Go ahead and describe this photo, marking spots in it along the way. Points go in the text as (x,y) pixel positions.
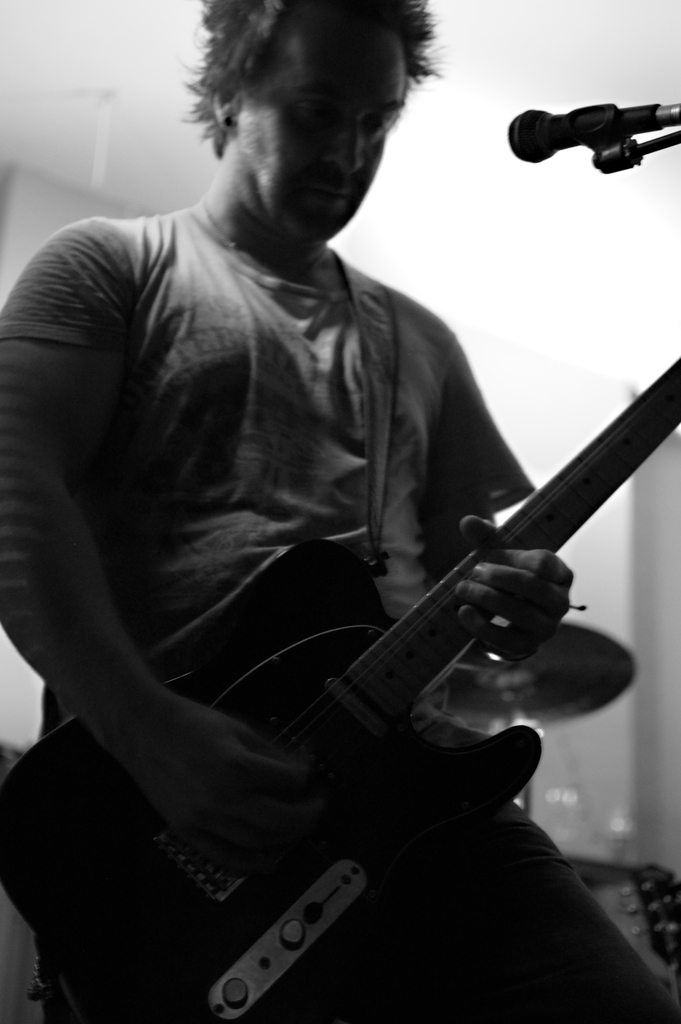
In this picture we can see man (321,452) standing holding guitar (649,405) in his hand (295,810) and playing it and in front of him we can see mic (599,166).
